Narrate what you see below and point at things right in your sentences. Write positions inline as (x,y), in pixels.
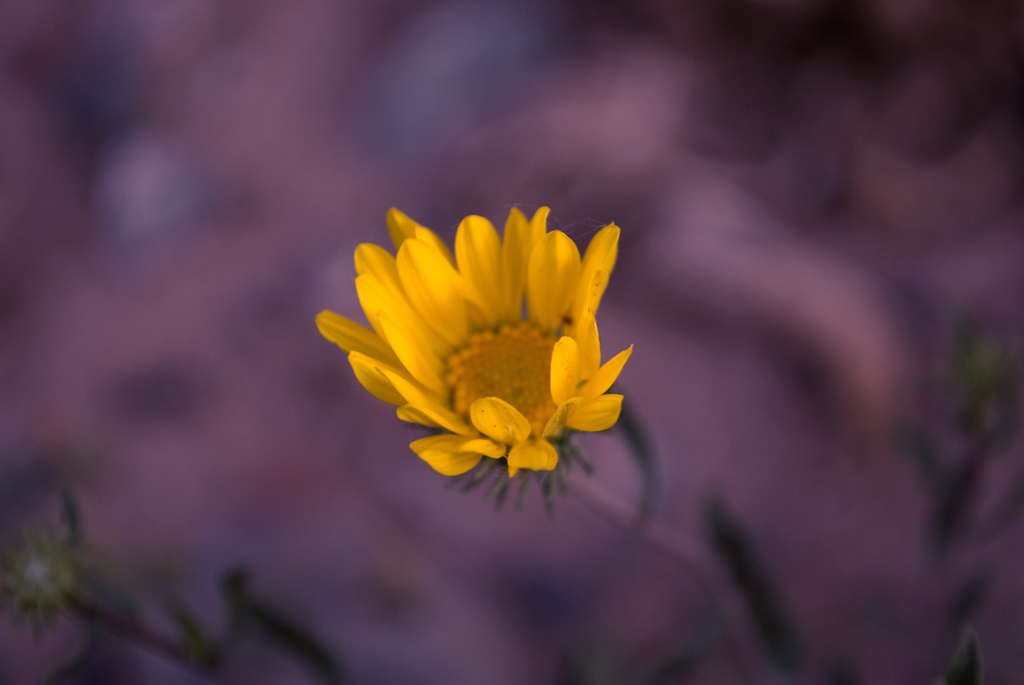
In this picture we can see a flower (507,325) to the stem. Behind the flower (441,330) there is the blurred background (992,11).
